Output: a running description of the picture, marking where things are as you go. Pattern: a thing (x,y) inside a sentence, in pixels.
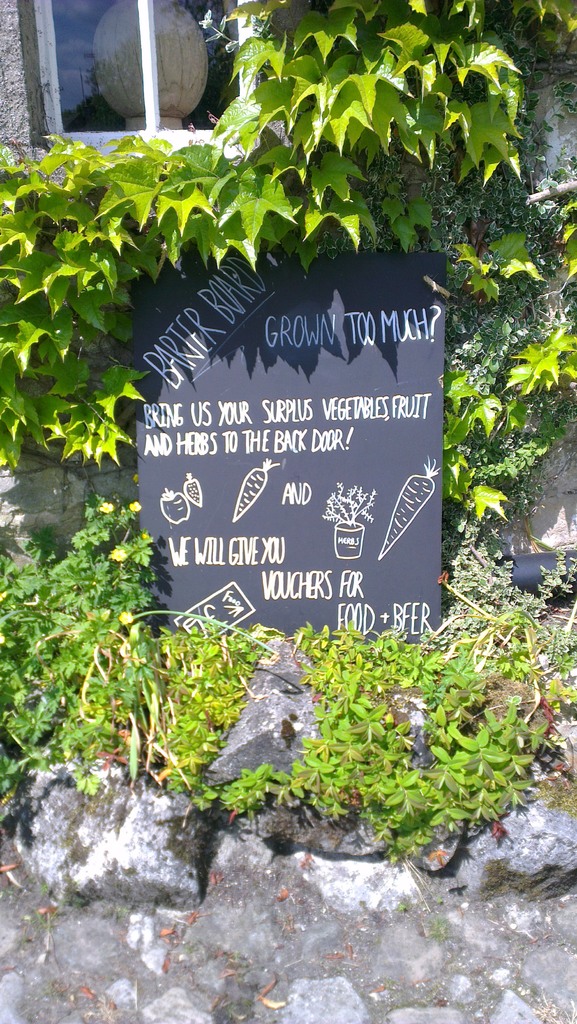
In this picture we can observe a black color board (282,493). There is some text (222,299) on the board (266,469). There are some stones (242,722) and plants (206,257). We can observe a window (137,88) in the background (104,95).
